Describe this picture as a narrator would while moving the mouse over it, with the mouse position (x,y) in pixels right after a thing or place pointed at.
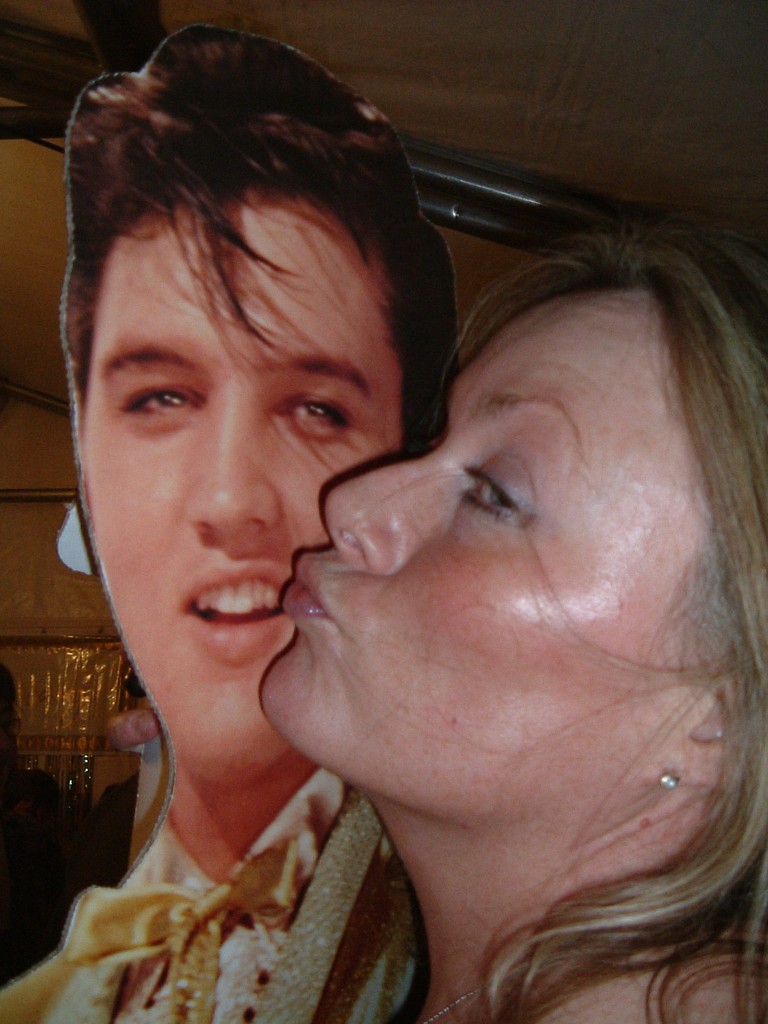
In this image we can see a woman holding a photo (169,920) of a person (345,326). In the background (465,216) we can see poles (465,226).
